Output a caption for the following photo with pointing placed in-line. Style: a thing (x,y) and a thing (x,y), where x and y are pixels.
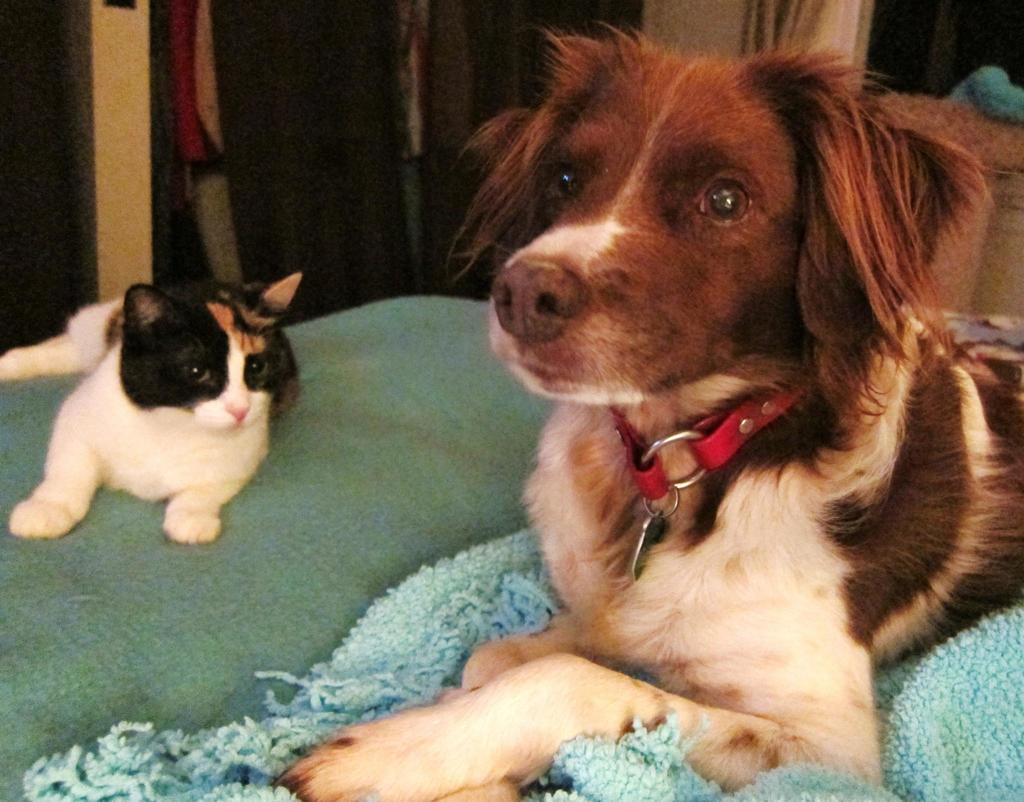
In this image in the front (238,382) there are animals (283,399). In the background (434,202) there are objects (321,100) which are black, red and cream in colour.
